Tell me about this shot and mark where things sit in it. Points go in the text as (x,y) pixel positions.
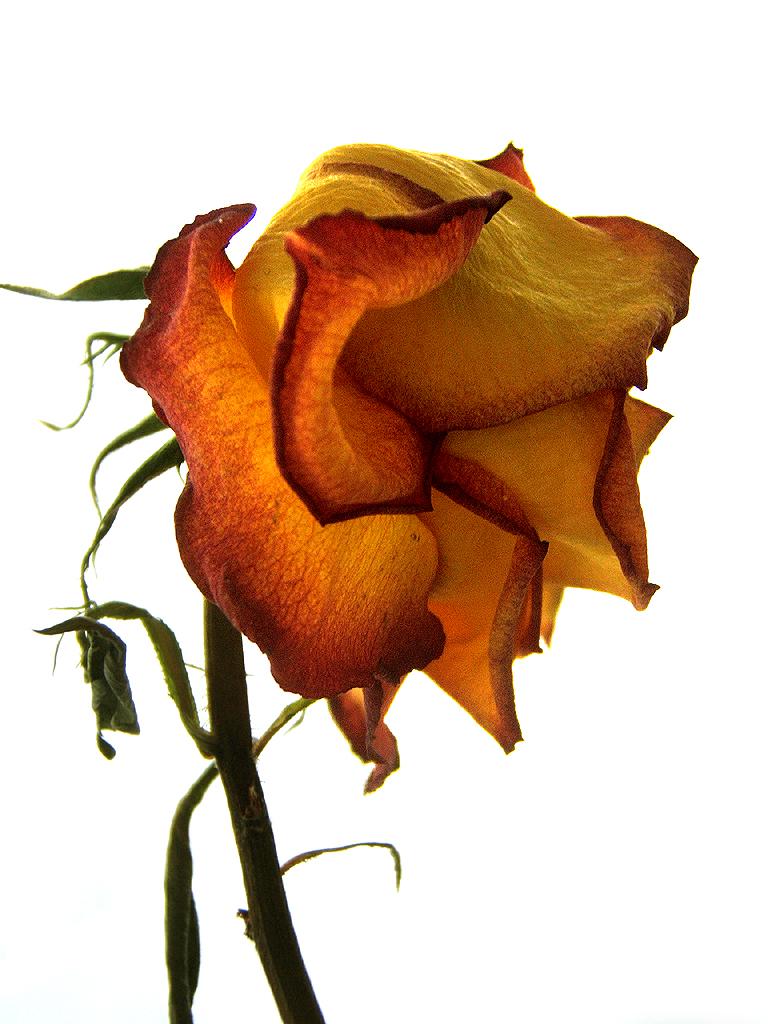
In the picture we can see a rose flower (646,326) with a stem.
